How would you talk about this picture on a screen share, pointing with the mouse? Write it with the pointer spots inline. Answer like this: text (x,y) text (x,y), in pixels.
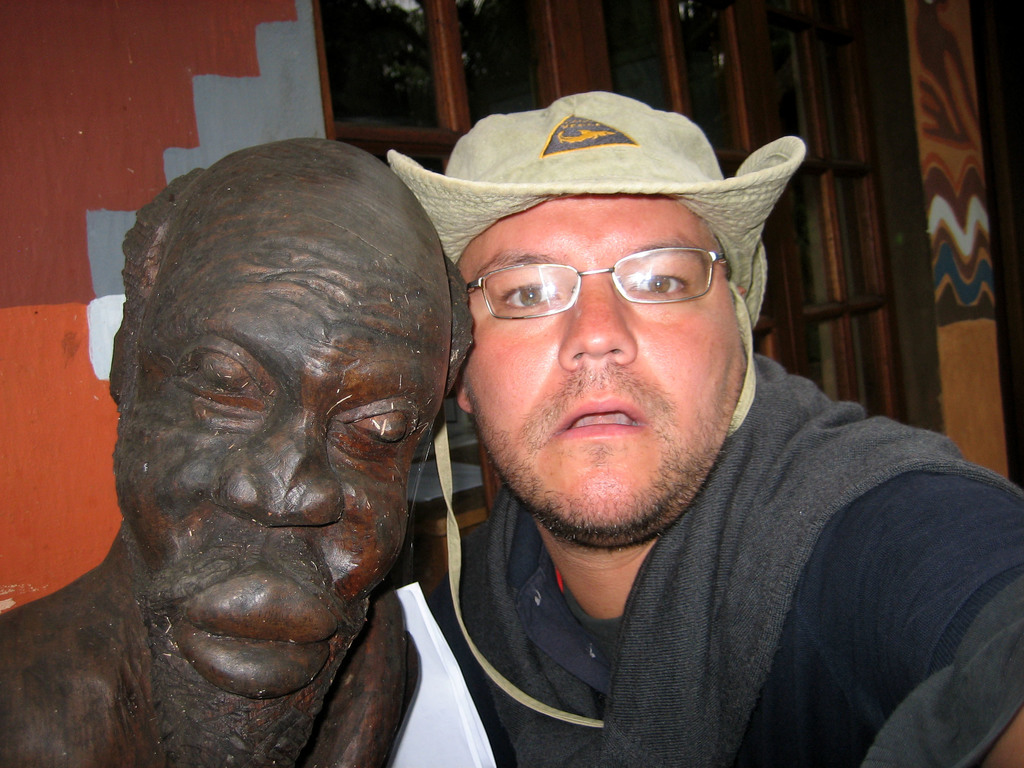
In the center of the image (343,357) we can see statue (145,414) and person (590,369). In the background (253,98) we can see window (645,77) and wall (67,50).
